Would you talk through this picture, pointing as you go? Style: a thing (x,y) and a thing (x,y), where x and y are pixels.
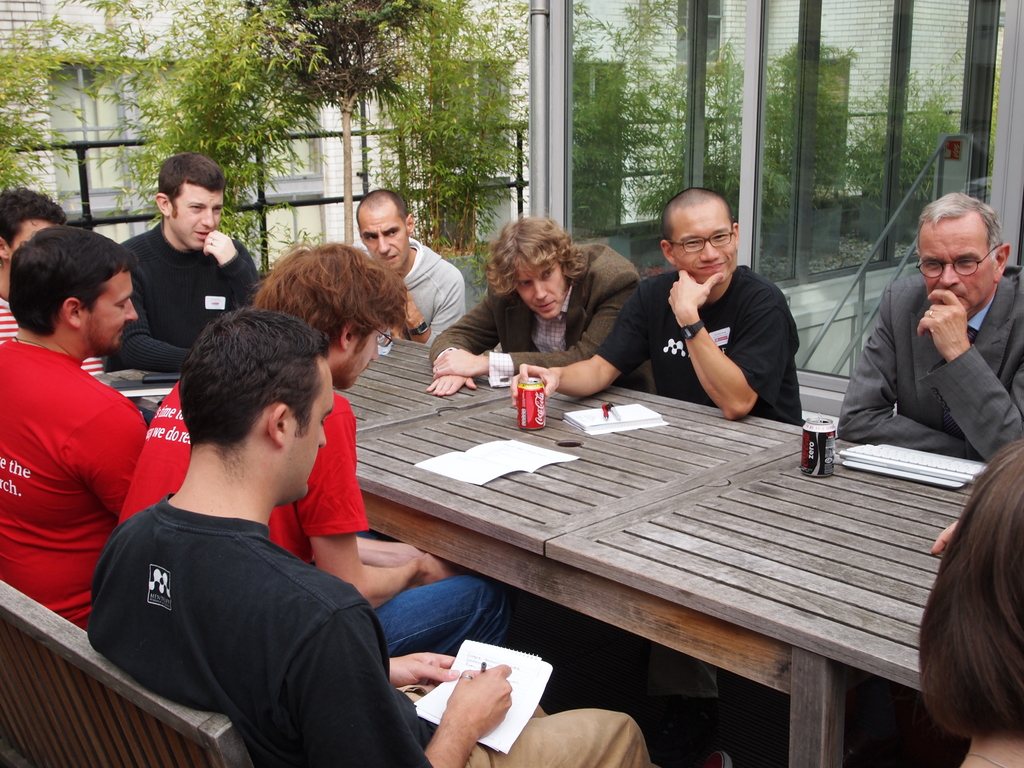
Here we can see a group of people (129,503) sitting on bench (32,629) with a table (783,542) in front of them and the man (304,372) in the front (496,693) is writing something on paper (512,691) we can see things (811,452) present on the table (776,432) and books (630,427) and papers (517,457) present on the table (534,442) and behind them we can see plants (461,202) and buildings (596,124).
